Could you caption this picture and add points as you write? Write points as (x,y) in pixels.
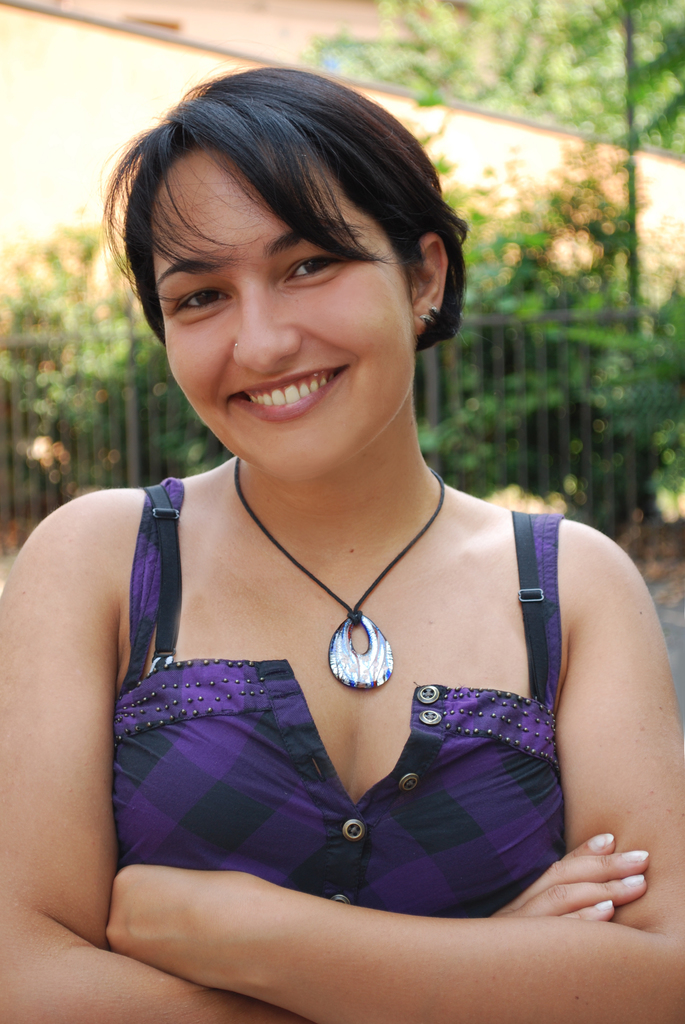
In the image we can see there is a woman (348,389) and she is wearing necklace (348,643). Behind there are trees (577,397) and there is a wall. Background of the image (525,350) is little blurred.
